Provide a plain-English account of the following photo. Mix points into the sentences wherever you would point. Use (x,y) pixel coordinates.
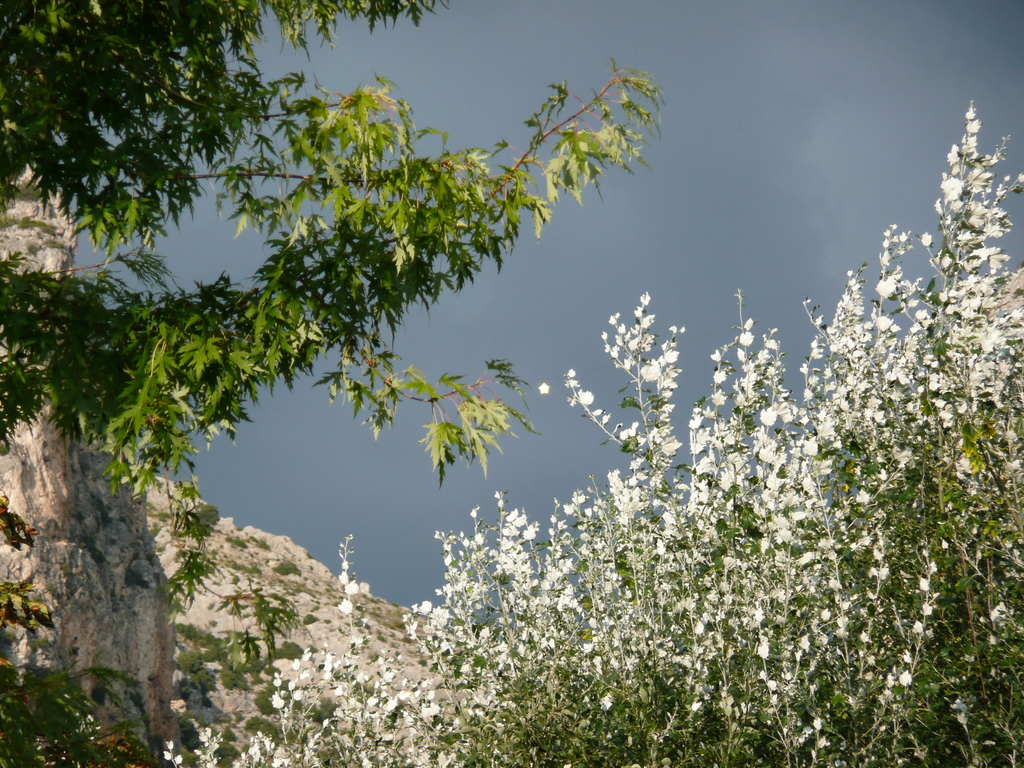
In this image we can see there are some trees (565,646) and sky (462,460).
